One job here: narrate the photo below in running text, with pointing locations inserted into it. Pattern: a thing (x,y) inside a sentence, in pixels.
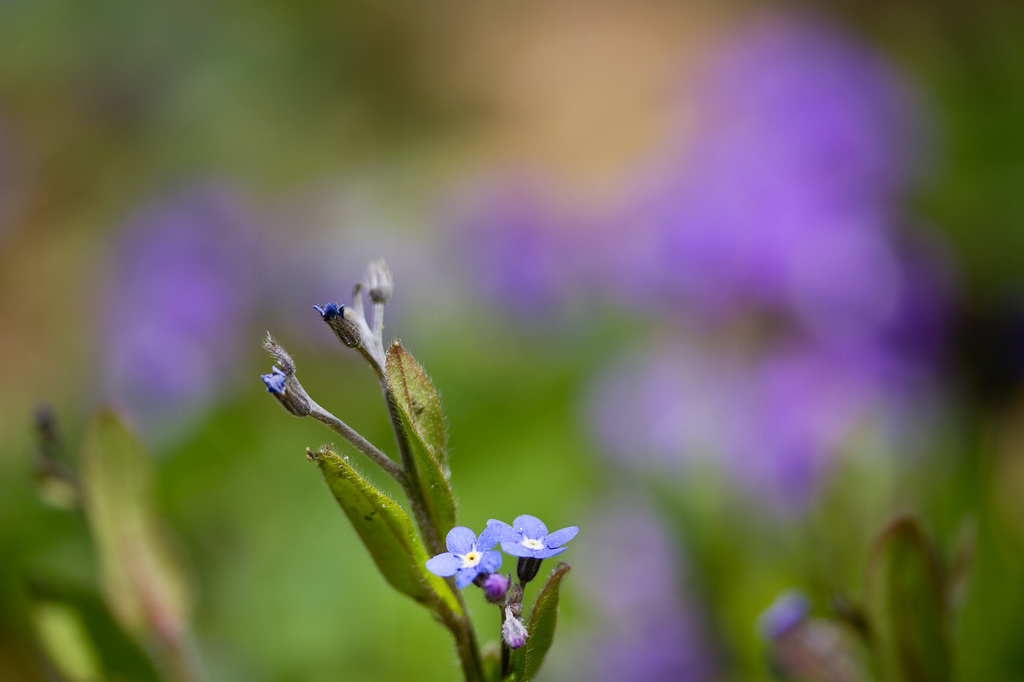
In this image there are leaves (423,454), there are flowers (537,532).
